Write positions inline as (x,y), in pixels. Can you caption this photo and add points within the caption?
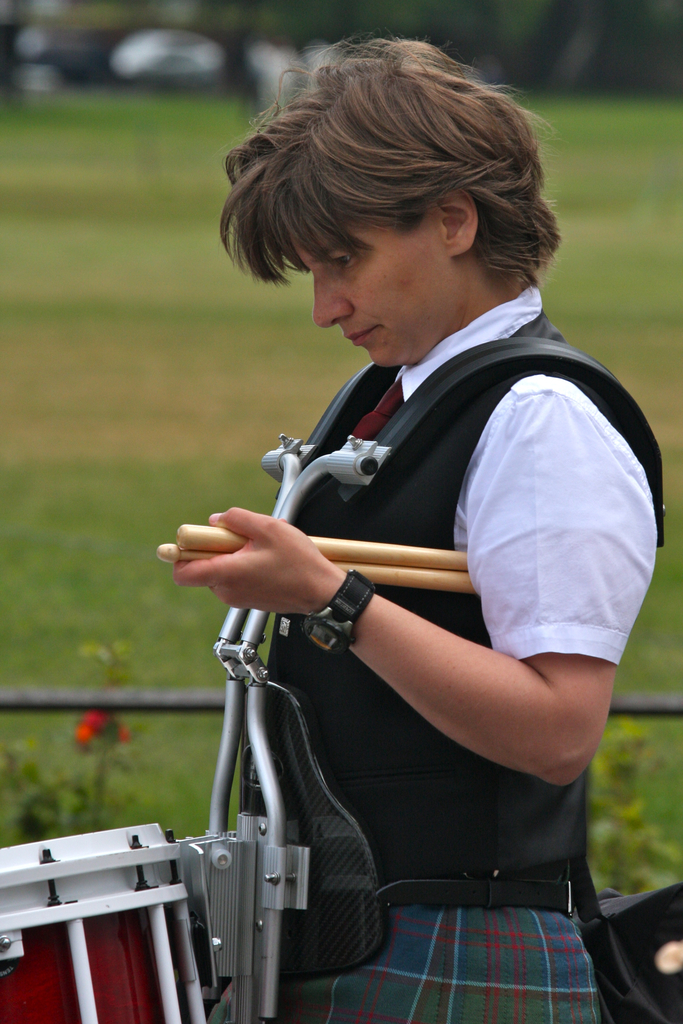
In this image i can see a person (360,645) holding sticks (407,584) in her hand (291,584). In the background (63,494) i can see grass (84,559), ground (129,271) and trees (545,20).
